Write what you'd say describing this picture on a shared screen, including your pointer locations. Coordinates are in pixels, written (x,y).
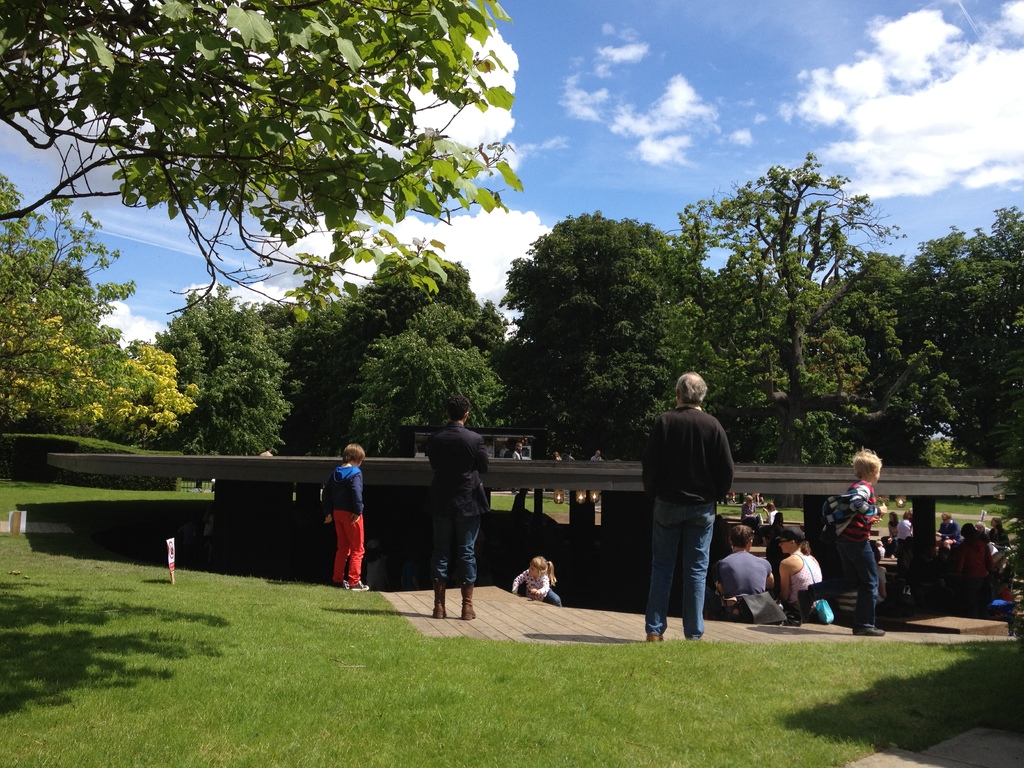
In the background (510,153) we can see the clouds (33,151) in the sky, trees (517,418) and it seems like a mobile canteen (493,451). In this picture we can see the people (342,579) and the lanterns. We can see the green grass (964,508) and the boards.
